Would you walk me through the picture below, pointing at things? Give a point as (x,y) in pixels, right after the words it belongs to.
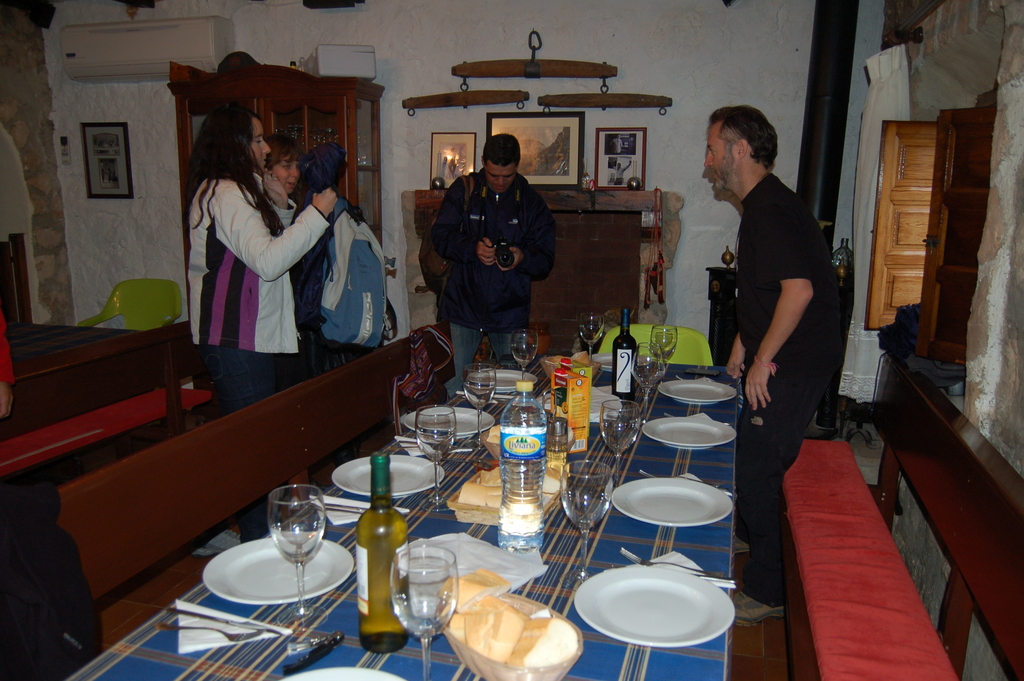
In this picture we can see persons (226,219) standing and some are holding bags (353,249) and some are holding cameras (501,261) and taking pictures and in front of them there is table (507,372) and on table (347,530) we can see bottle (377,531), glasses (305,540), tissue papers (470,547), plates (459,416) beside to this table (686,459) there is a chair (222,463) and in the background (90,286) we can see wall (109,108), frame (90,133), AC (135,69), pillar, wooden windows (890,162), curtain (873,147).
